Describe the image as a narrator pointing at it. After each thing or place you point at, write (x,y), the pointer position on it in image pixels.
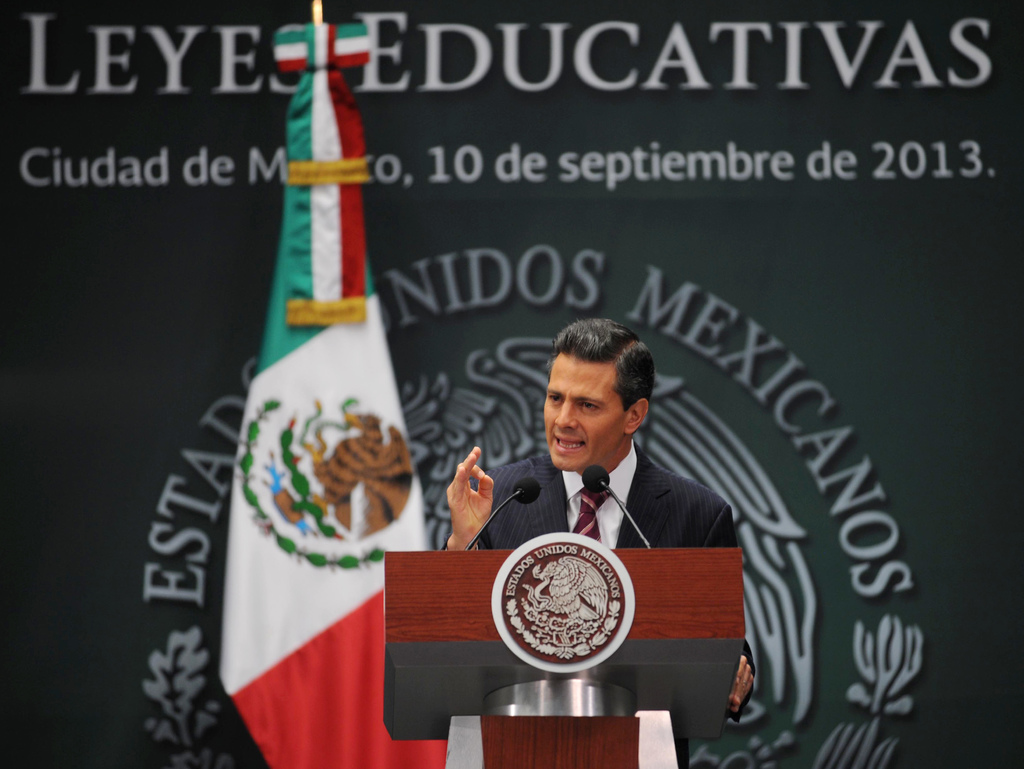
In this picture there is a person (652,471) standing behind the podium (668,757) and talking and there are microphones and there is a board (567,541) on the podium (645,685) and there is a text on the board (565,556). At the back (39,455) there is a flag (368,703) and there is a hoarding (903,148) and there is a text (581,56) on the hoarding (977,725).
